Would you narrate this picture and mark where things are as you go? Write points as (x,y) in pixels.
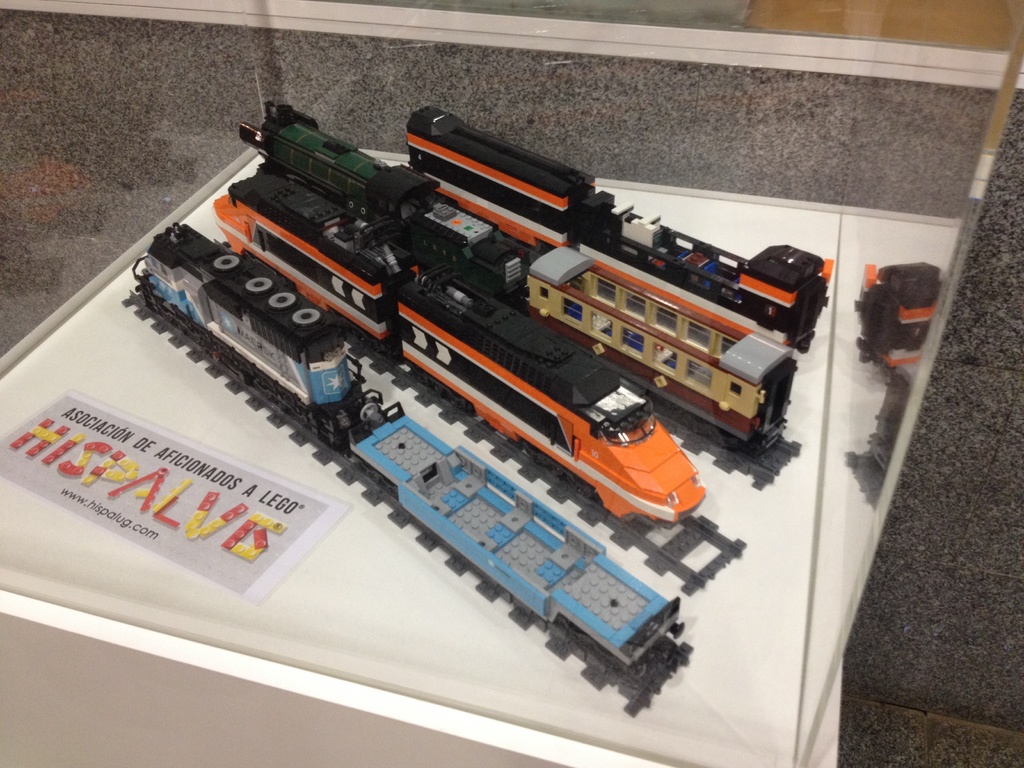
In this image we can see some toy trains (451,525) in the box (756,642), and also there is a poster (157,472) with some text (173,498).
